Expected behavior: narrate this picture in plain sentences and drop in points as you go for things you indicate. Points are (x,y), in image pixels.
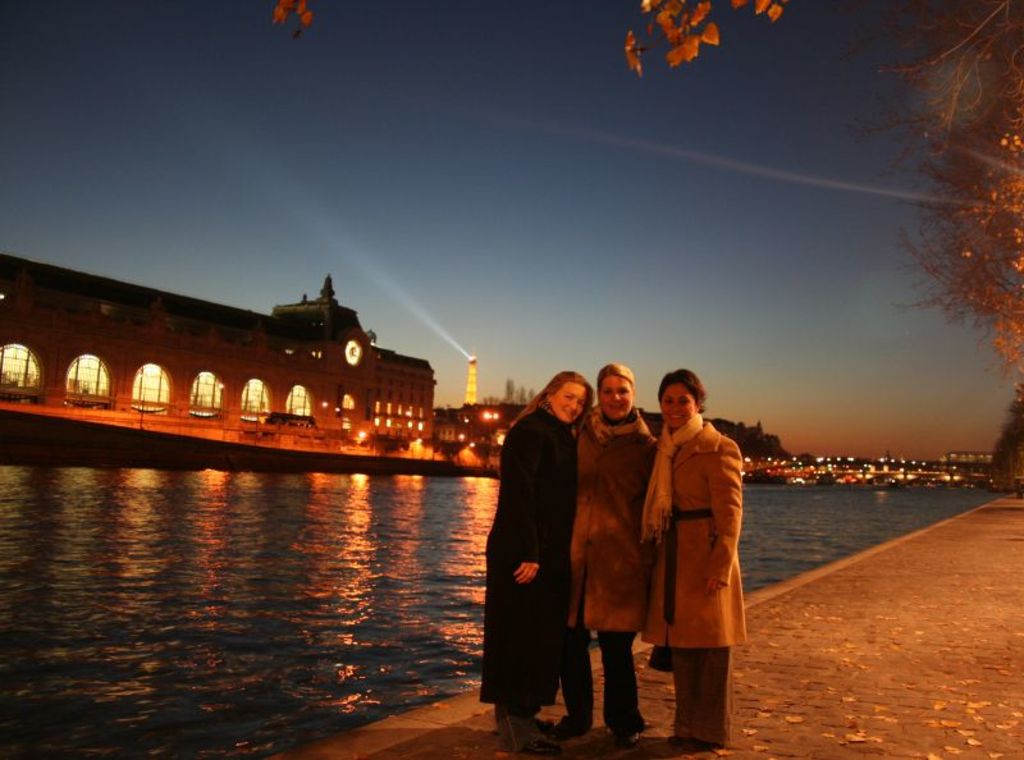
In the image we can see three women (623,504) standing and wearing clothes (599,506). Here we can see the footpath (968,605), trees (1016,234) and the building (189,384). Here we can see the clock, water (314,560), tower (475,361) and the sky (528,284).
